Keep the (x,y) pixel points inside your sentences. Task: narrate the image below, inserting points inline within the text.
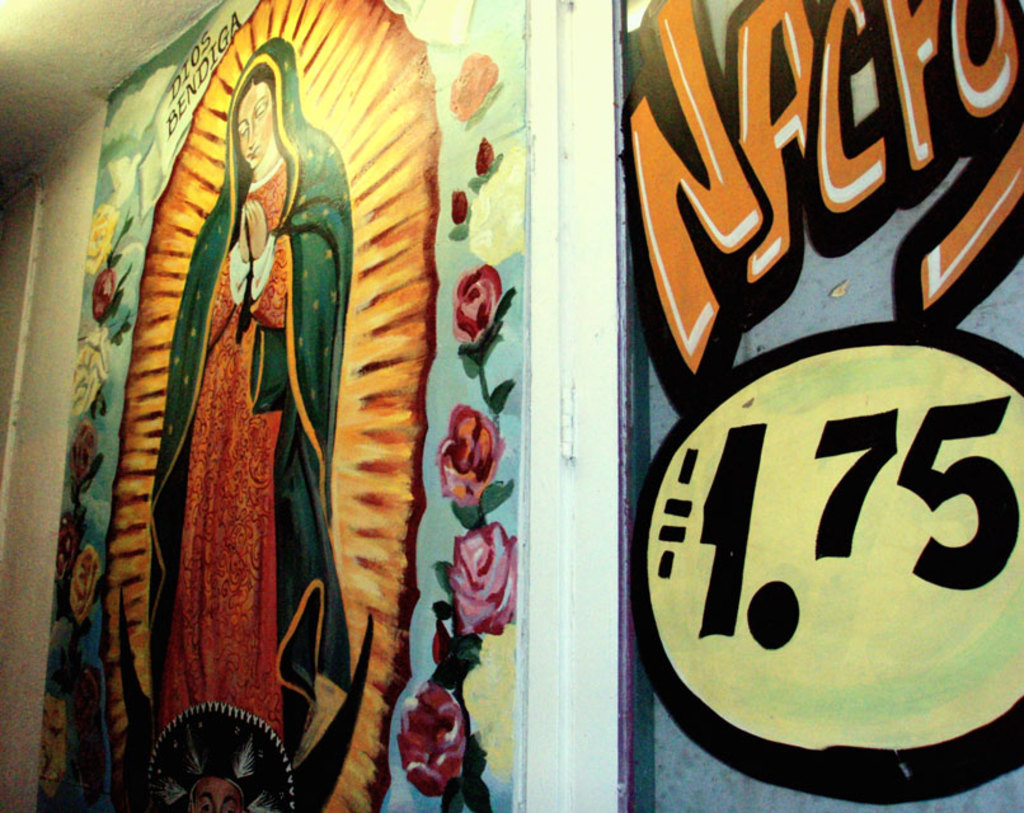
On the left side of the image (273,24) we can see a painting (263,591) on the wall (197,576) of a lady (262,518). On the right side of the image (849,433) we can see a painting (815,591) on a wall (854,324) of some text (872,161).
